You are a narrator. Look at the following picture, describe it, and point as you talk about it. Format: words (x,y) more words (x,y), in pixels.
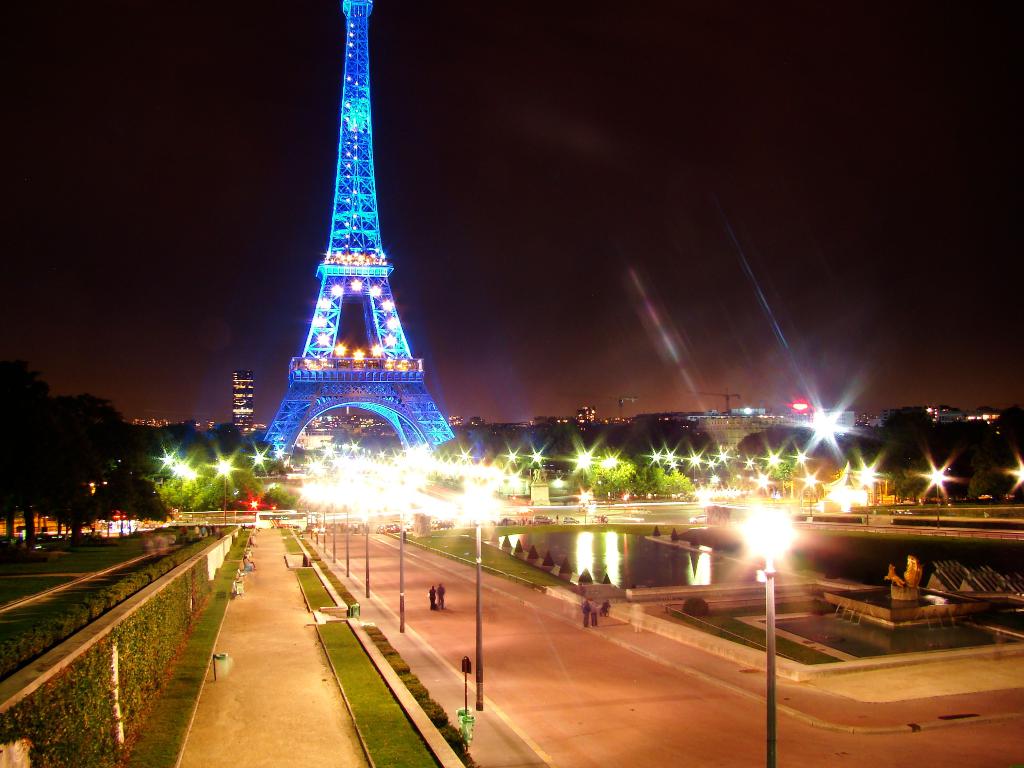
In this image we can see the roads (216,689), walls (17,682), grass (374,702), light poles (327,453), water (592,566), trees (185,501), Eiffel tower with lights (339,350), buildings (969,415) and the dark sky (443,406) in the background (26,118).
